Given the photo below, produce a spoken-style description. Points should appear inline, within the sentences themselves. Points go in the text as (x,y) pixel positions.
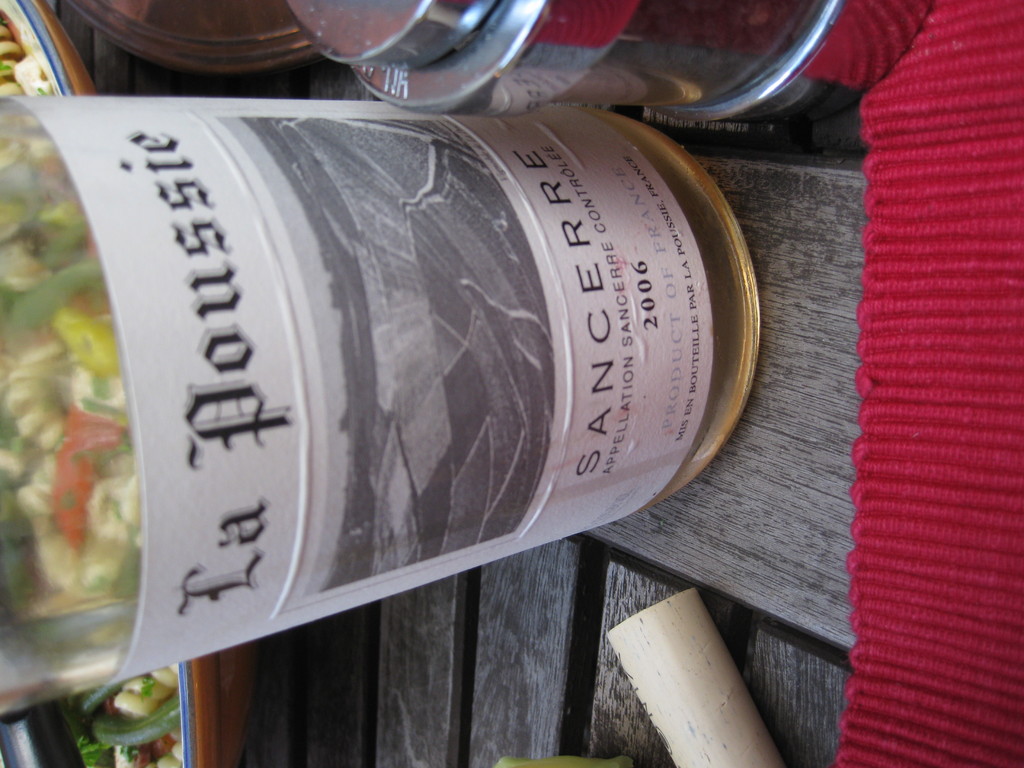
As we can see in the image there is a table (788,188). On table (845,558) there is red color mat (955,376). bottle (402,403) and cork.
